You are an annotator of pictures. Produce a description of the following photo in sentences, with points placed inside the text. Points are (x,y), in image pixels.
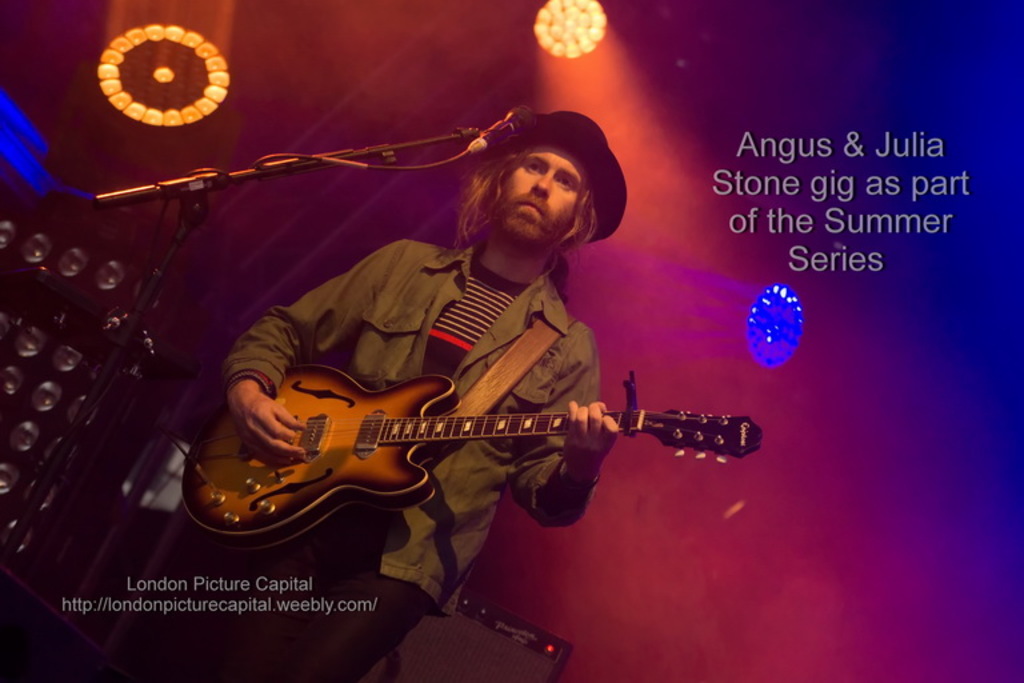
in this image i can see a man (613,207) standing and holding a guitar (370,447), he is wearing a black shirt (438,354) and a green shirt (587,366) over it and a black pant (408,605), at the background (856,247) i can see smoke (789,267) and something written on it, few lights (593,12), in front of a man (505,172) there is a microphone (479,142).
